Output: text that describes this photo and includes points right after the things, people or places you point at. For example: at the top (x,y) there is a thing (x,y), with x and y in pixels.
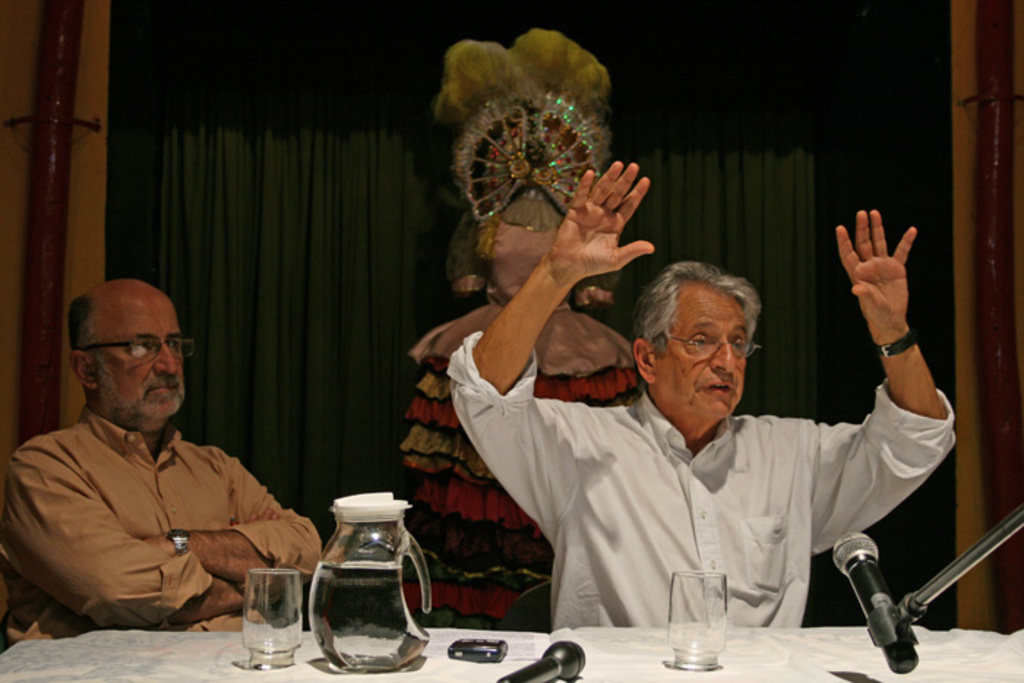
In this picture we can see there are two people (552,452) sitting on chairs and in front of the people (757,562) there is a table (676,682) and on the table (616,679) there are glasses (691,600), jar (425,601), microphone (524,673) and an object (478,641) and there is another microphone (876,575) with a stand (941,582). Behind the people (484,415) there is a doll (474,479) and wall (96,190) with the pipes (51,215).
